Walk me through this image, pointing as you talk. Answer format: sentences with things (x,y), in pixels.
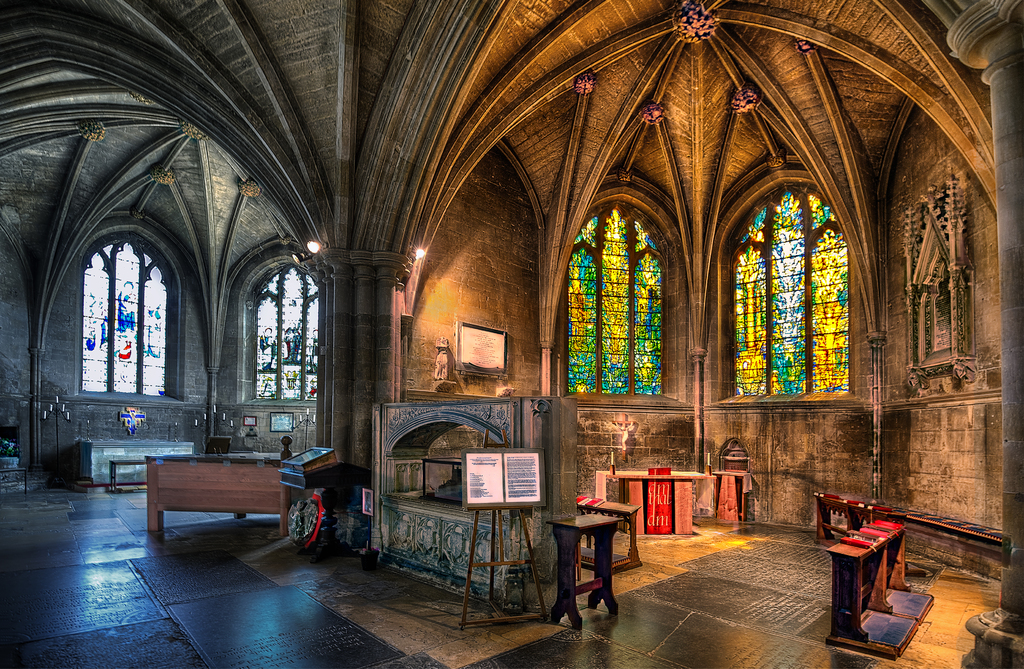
This is a picture of a building (15,178). On the right (869,481) there are benches (852,583), desk (672,495), board (523,496), windows (656,327) and wall (512,356). On the left (293,331) there are windows (134,325), desk (211,469), candles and a tomb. In the center of the picture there are lights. This is an edited picture.
